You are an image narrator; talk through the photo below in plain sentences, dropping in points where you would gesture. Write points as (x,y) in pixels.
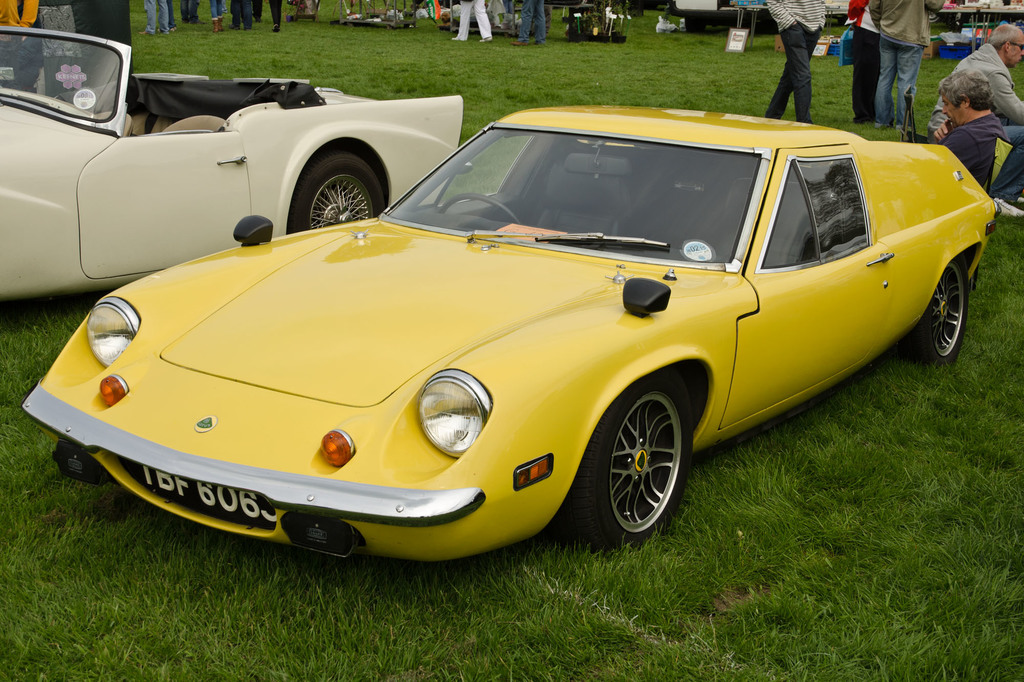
In this image, I can see two cars (486,380), which are parked. At the top of the image (170,21), I can see the legs (275,16) of the people (530,25). This is the grass (563,91). On the right side of the image (991,102), I can see two people (991,113) sitting. At the top right side of the image (958,37), I can see two objects (825,53).
